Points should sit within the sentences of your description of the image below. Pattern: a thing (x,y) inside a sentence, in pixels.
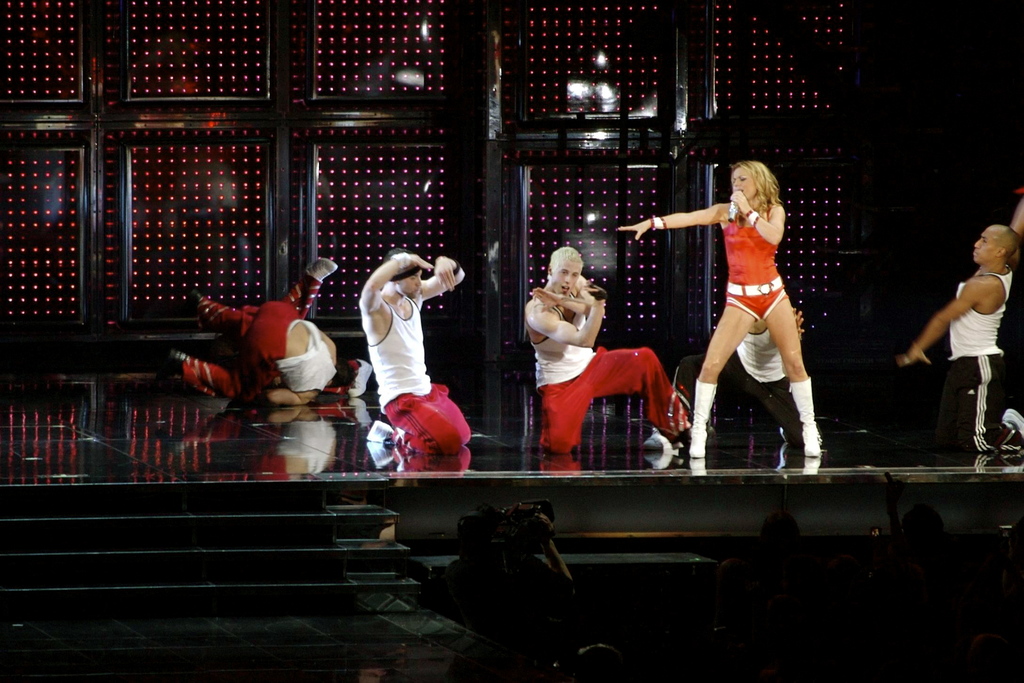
In this image I can see few people (731,228) on the stage (413,473). They are wearing different color dresses (681,384). One person (750,279) is holding a mic (733,210). I can see few stairs (247,533) and black background (279,51).
